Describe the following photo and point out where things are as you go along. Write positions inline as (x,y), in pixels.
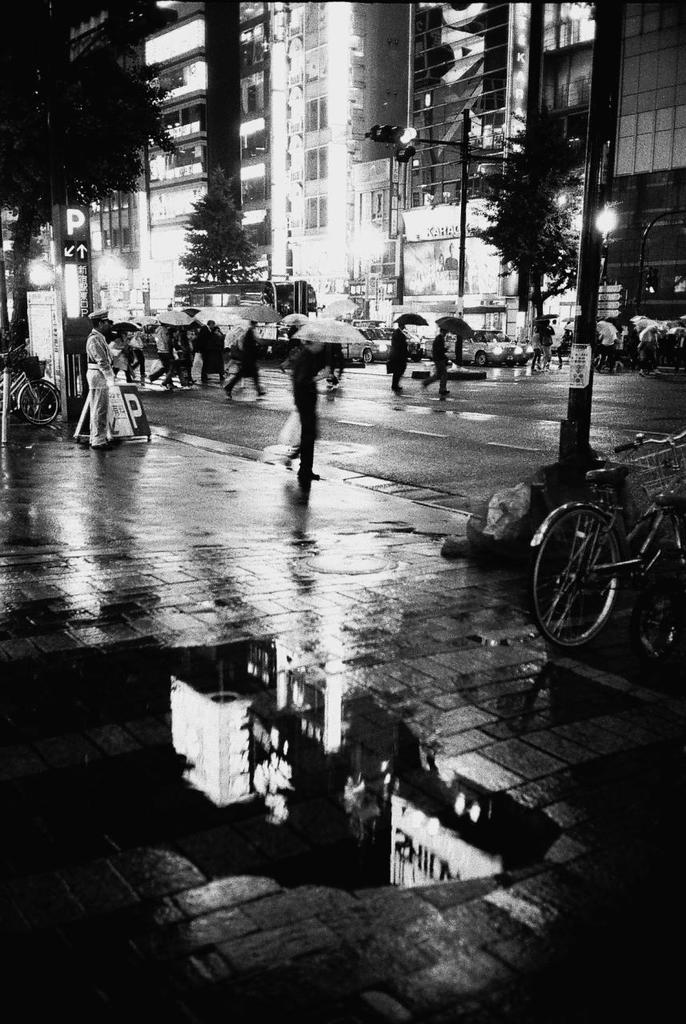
This is a black and white image where we can see a pavement (402,688), poles (589,319), lights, trees (20,177), buildings (617,266), cars (490,344) and people (98,378) on the road (392,398). We can see few people (200,331) are holding umbrellas (180,323) in their hands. On the both sides of the image, we can see bicycles (34,398). We can see water (338,764) on the pavement (30,724).
